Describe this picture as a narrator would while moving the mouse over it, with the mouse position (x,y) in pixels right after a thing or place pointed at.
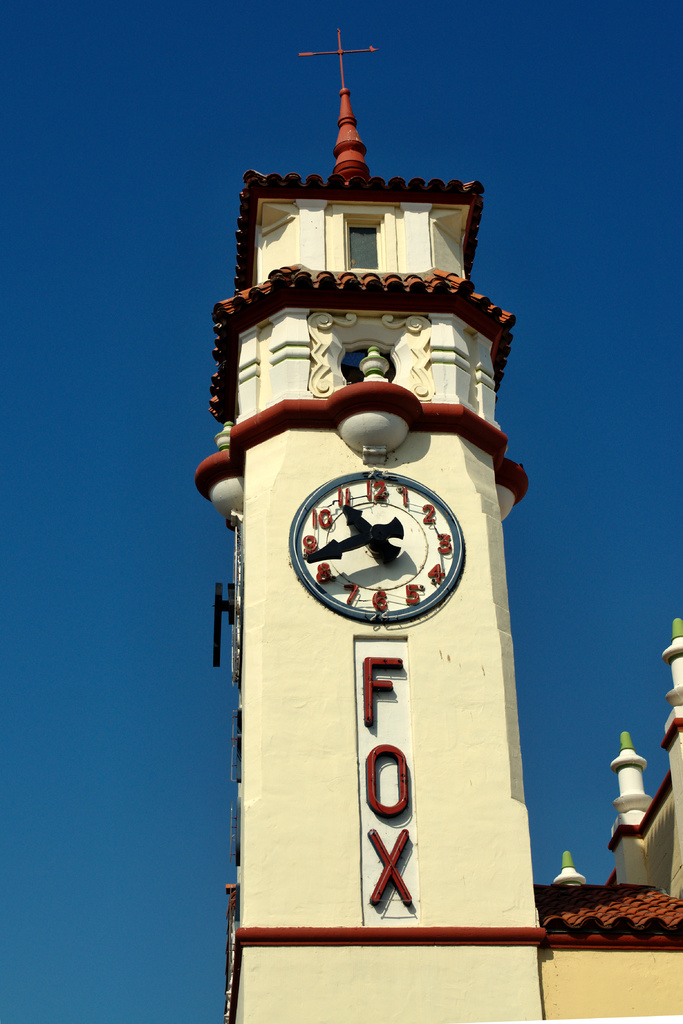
In this picture there is a clock tower (417,570). On the wall (458,671) we can read the fox. On the top of the building (486,899) there is a cross mark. On the left (56,525) there is a sky (103,496).
